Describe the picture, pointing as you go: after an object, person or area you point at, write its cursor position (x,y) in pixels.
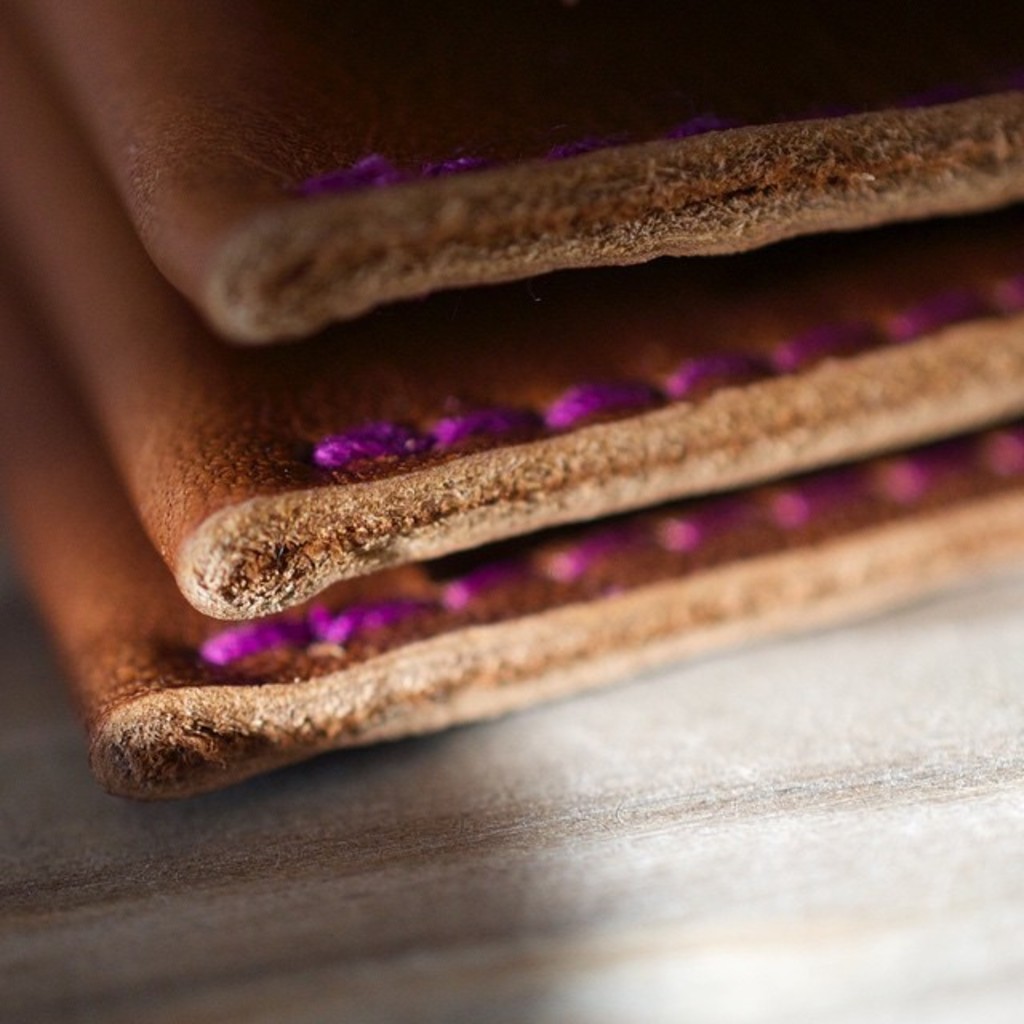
In this image we can see some leather pieces (828,361) placed on the surface (563,822).
